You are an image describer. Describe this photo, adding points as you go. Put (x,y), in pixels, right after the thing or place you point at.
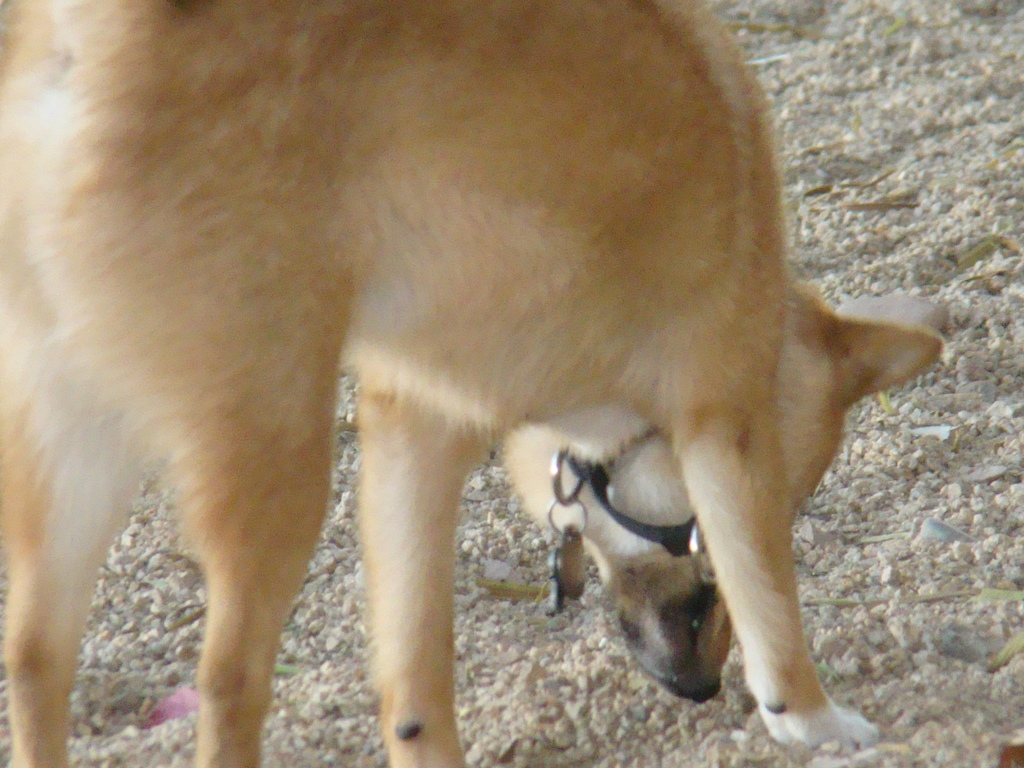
In this image we can see an animal (491,317).
